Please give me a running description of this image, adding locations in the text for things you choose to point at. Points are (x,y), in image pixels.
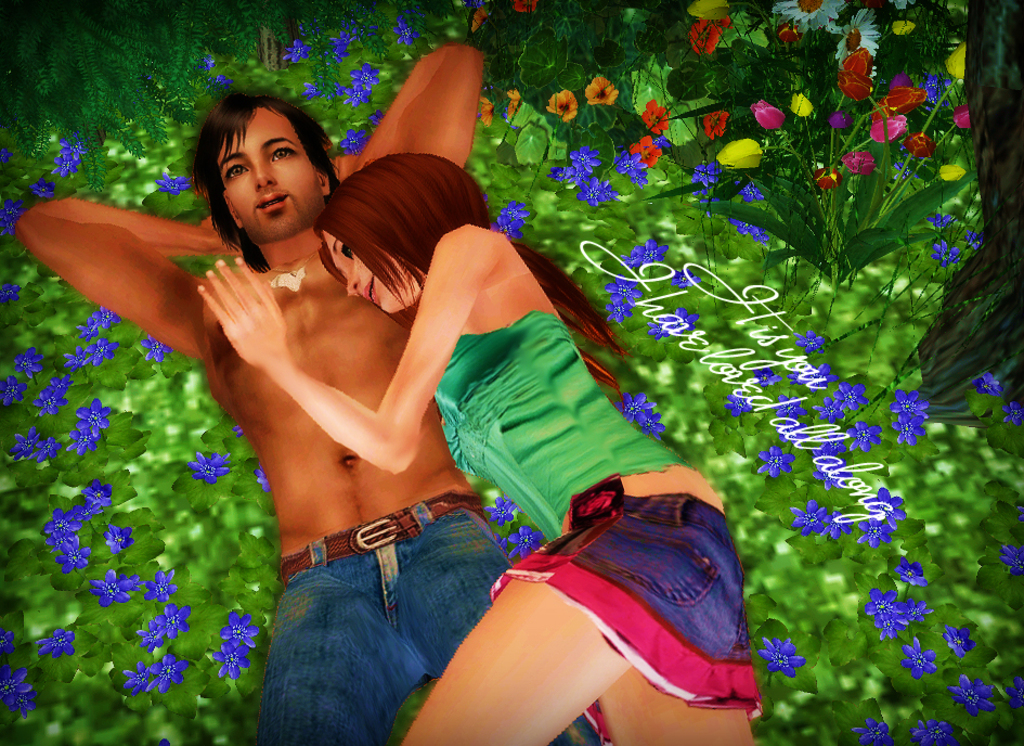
This is an animated image. In this image we can see a man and a woman (691,524) lying on the ground (826,609). We can also see some plants (752,427) with flowers (732,413) and some text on this image.
